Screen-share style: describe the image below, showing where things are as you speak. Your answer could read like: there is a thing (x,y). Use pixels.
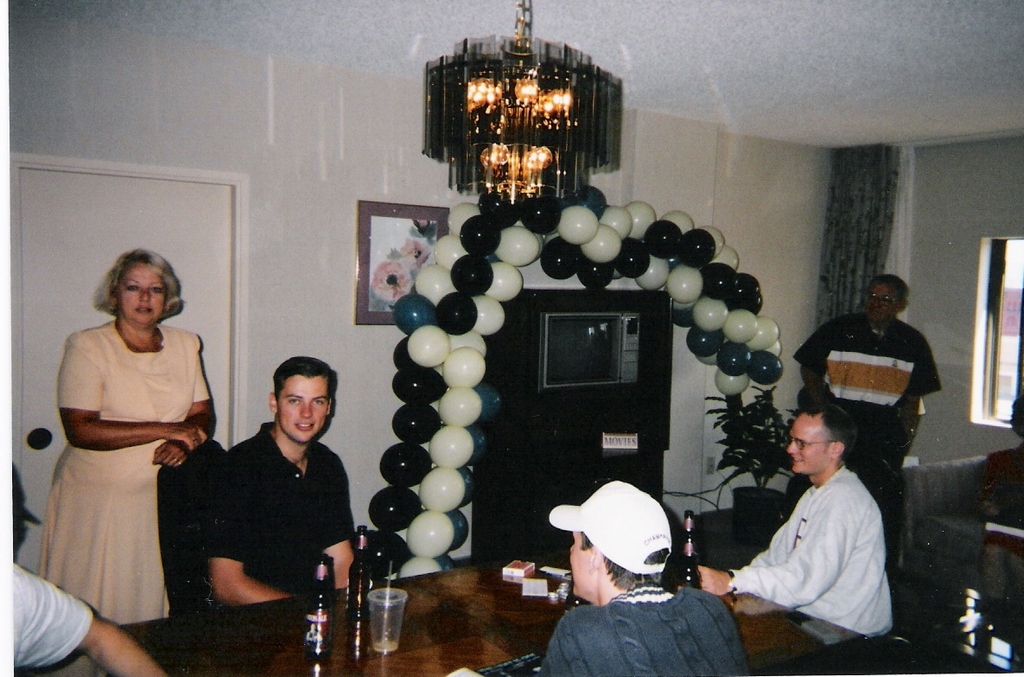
In this picture we can see some persons (806,381) where some are sitting and some are standing and in front of them there is table (334,657) and on table (334,657) we can see glass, bottle (365,570), match box (515,571), paper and in background (478,243) we can see balloons (646,280), television (555,338), racks (602,407), frames (371,246), wall (323,191), door (165,201), curtain (864,254), chandelier (516,70).
